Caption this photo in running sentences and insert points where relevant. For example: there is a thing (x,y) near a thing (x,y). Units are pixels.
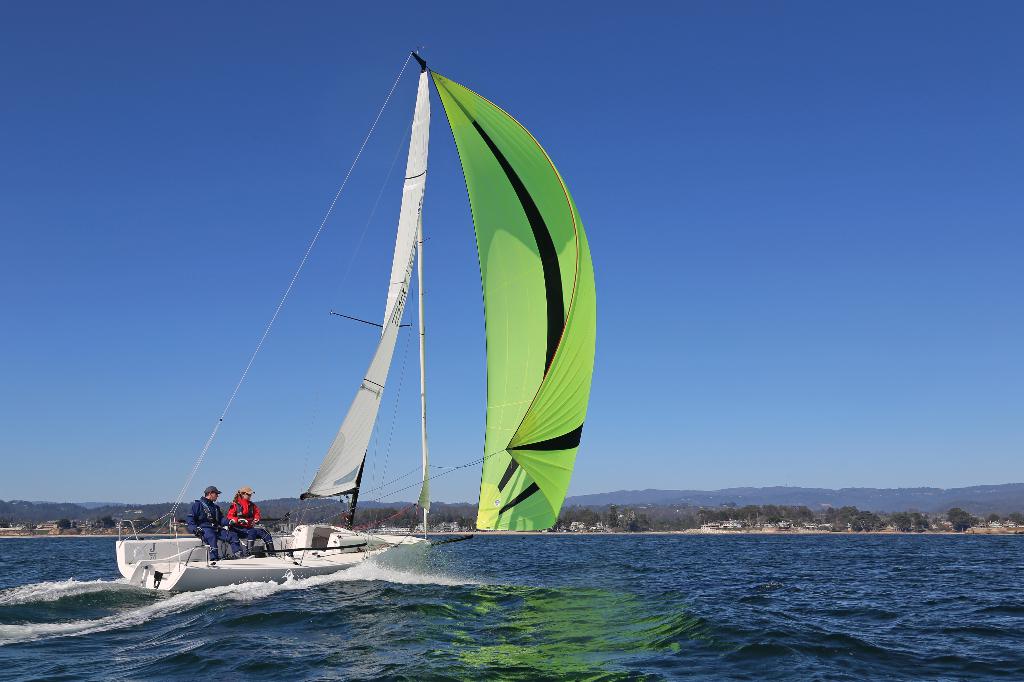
In this image I can see ocean (377,576), on the ocean (377,576) I can see boat (313,493) and there are two persons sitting on the boat (276,558), in the background (325,260) I can see the sky (853,353) and trees (613,515).
